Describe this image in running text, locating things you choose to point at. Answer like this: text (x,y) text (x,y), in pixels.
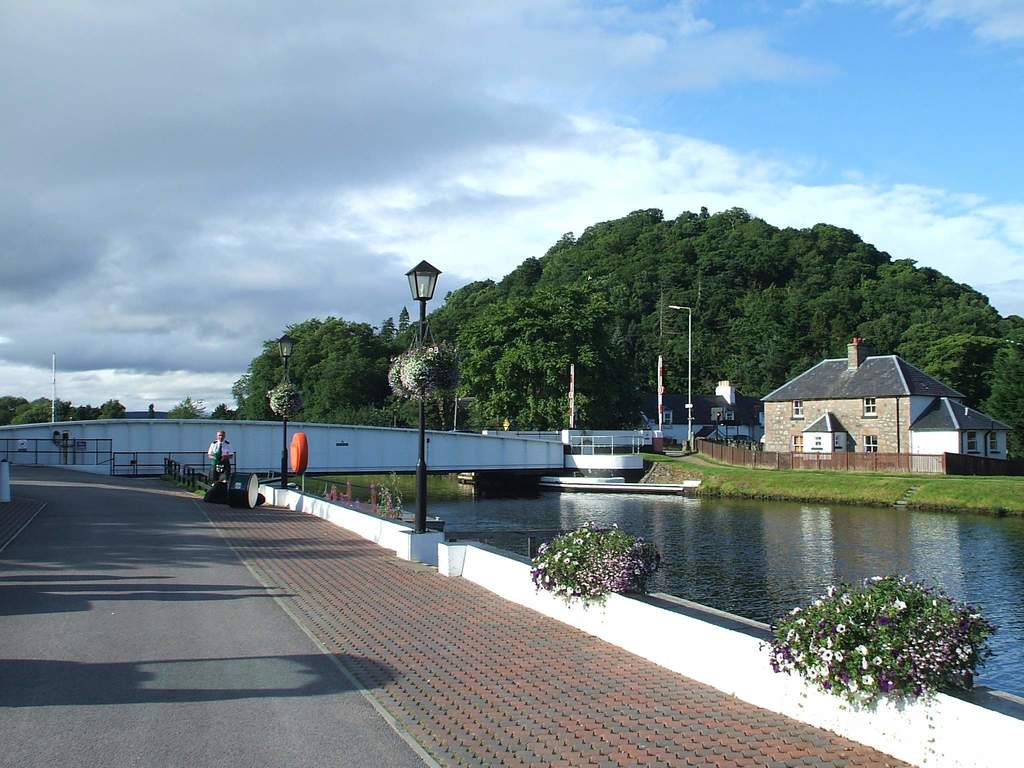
In this image we can see a pavement (356,608), road (139,610) beside the pavement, there is a person (216,444) standing on the pavement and there is an musical instrument (249,485) in front of the person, on the right side (816,665) there are few plants (570,570) in the wall (429,538) and there are street lights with objects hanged to the light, there is water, a building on the ground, in the background (407,438) there is a bridge (333,429), few trees (475,350), fence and sky (592,124) with clouds (190,356) on the top (858,107).
